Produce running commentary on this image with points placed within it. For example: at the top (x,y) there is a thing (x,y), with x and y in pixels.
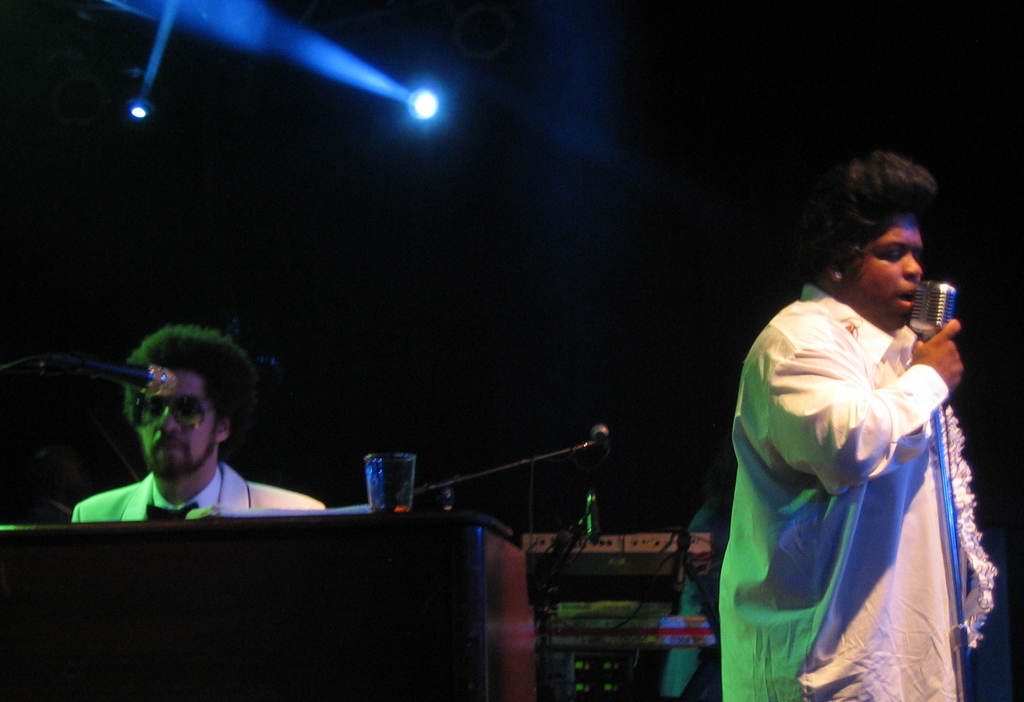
In this image there is a person (829,431) on the right side (843,442) who is wearing the white dress (849,517) is holding the mic (931,293). On the left side (149,508) there is another person (190,469) who is sitting. In front of him there is table (355,519) on which there is a glass (377,490) and a mic (134,369). At the top (419,94) there are lights (423,105). In the background (606,553) there are wires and keyboard (612,556).
